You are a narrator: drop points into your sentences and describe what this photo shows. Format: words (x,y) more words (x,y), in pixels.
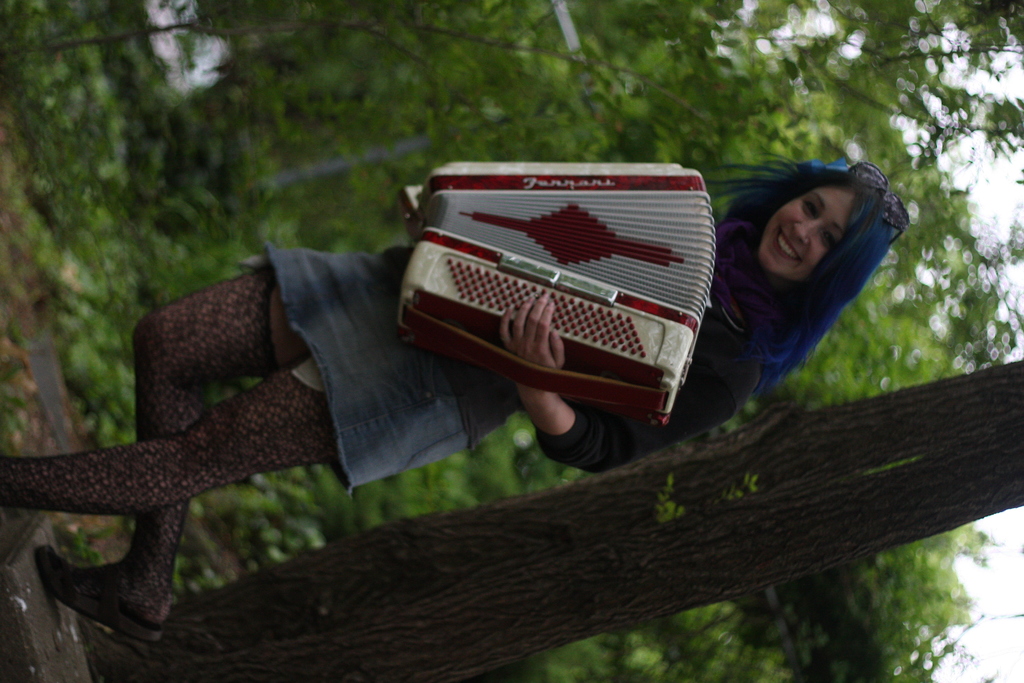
In this image, we can see a woman (760,268) standing and she is holding an object (404,325), we can see some trees (111,35), at the top (1008,186) there is a sky (1006,199).
